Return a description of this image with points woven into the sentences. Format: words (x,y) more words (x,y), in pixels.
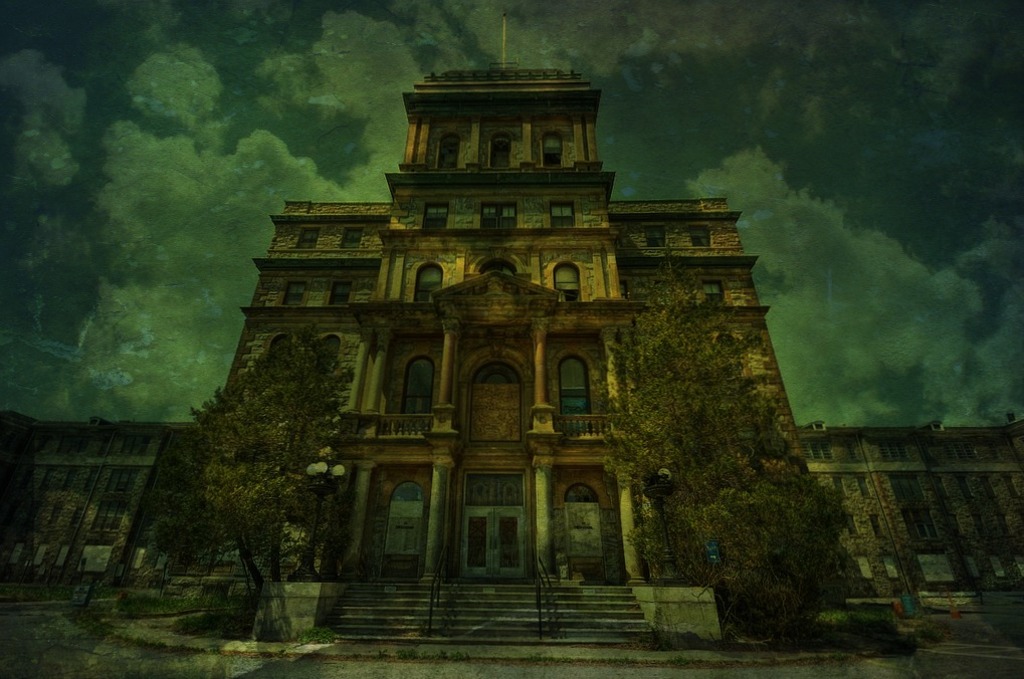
In the middle of this image (533,357), there is a building (490,322) which is having windows (708,233) and doors (482,506). Beside this building (539,543), there are two trees (699,540) on the ground (843,647). In the background (976,433), there are other buildings (970,465) on the ground (825,645) and there are clouds (159,133) in the sky (621,55).
